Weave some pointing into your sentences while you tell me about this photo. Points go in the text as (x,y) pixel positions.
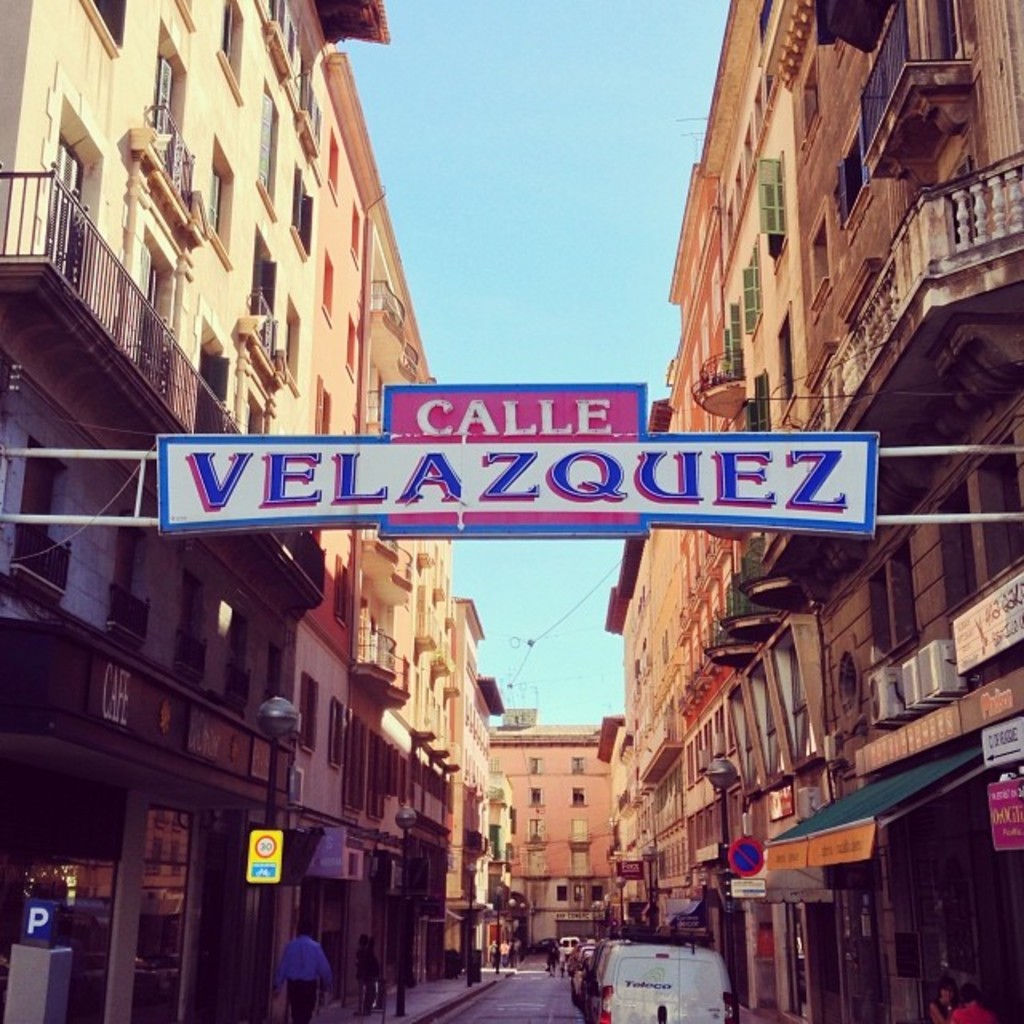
In this image, in the middle (489,479) there is a board (445,490), text (445,490), arch (445,490). In the background (966,556) there are buildings (624,728), vehicles (616,954), people (300,1016), street lights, sign boards (265,869), road (491,1020), sky (571,681).
